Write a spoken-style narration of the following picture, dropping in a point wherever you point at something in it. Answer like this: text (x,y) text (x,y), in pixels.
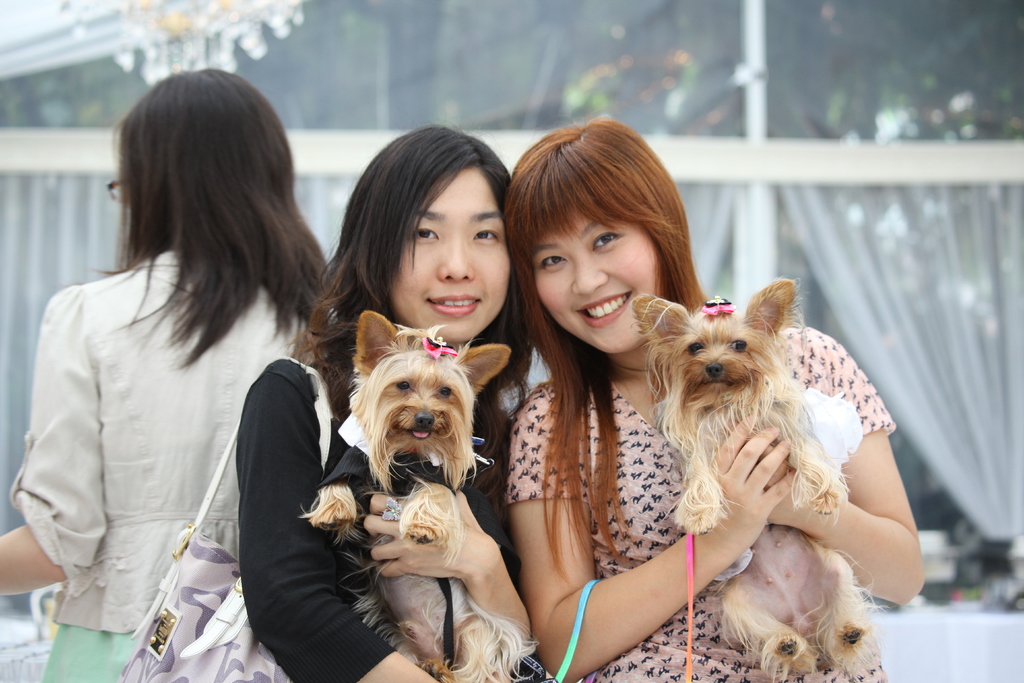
There are two women (548,303) holding two dogs (437,464) in their hands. Both of them were smiling. Behind them there is another woman (200,390) standing. In the background (837,295) there are some curtains (863,236) and glass doors (508,72) here.
